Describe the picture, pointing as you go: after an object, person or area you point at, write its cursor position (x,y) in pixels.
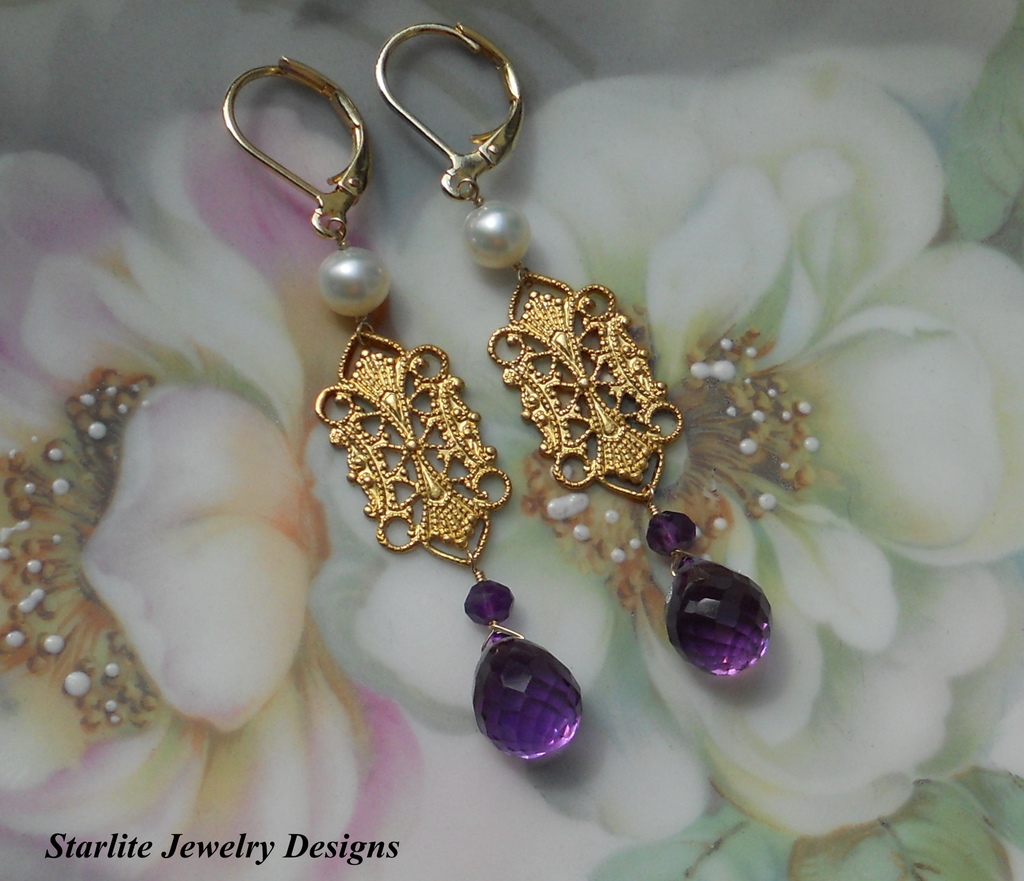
In this image we can see earrings (590,471). Here we can see pictures of flowers (730,785) on a platform (627,255). At the bottom of the image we can see some text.
